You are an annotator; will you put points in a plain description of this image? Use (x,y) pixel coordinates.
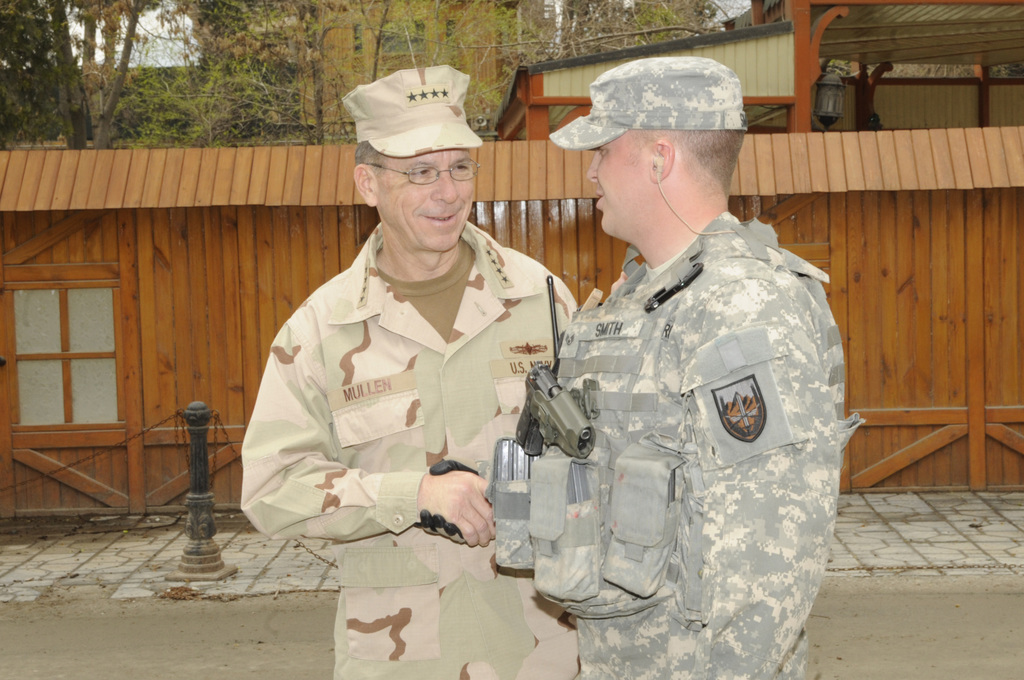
In the center of the image (586,419) we can see two persons (415,558) are standing and they are smiling and they are in different costumes (594,338). And we can see they are wearing caps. Among them, we can see one person (606,400) is wearing some objects (646,530). In the background (1018,61), we can see trees (490,68), one wooden building (789,193) and a few other objects (208,502).
